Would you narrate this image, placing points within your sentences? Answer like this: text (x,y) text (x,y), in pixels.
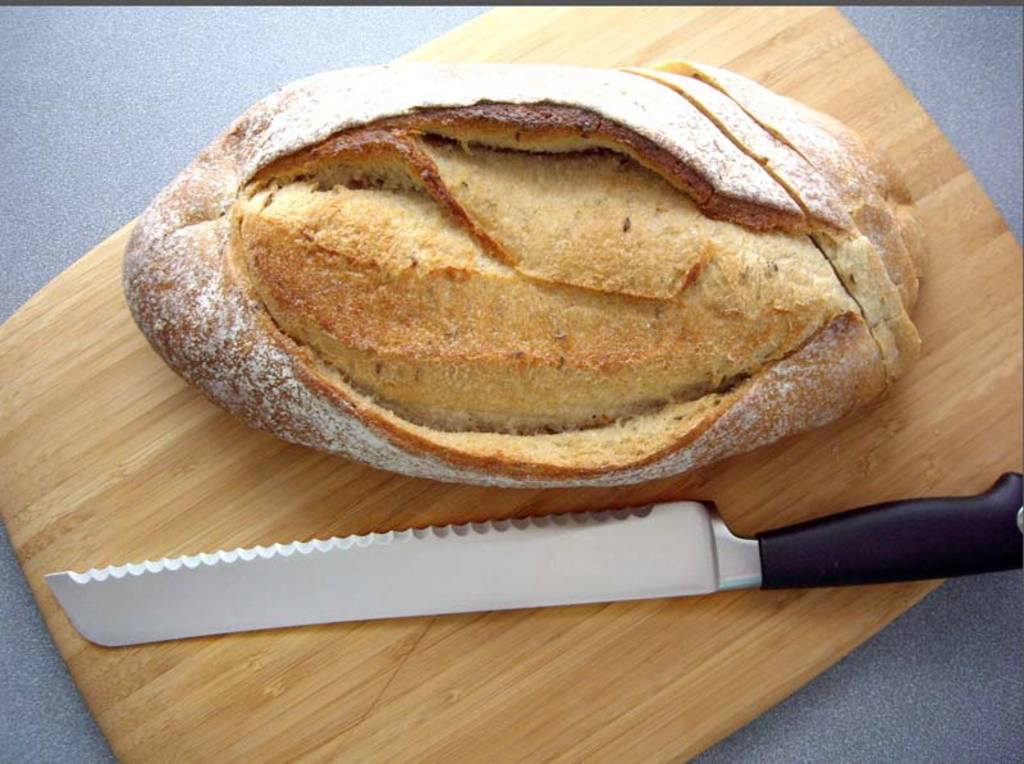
In this image there is a chopping pad (86,370), knife (161,569) and bun (673,122) on the table (979,685).
